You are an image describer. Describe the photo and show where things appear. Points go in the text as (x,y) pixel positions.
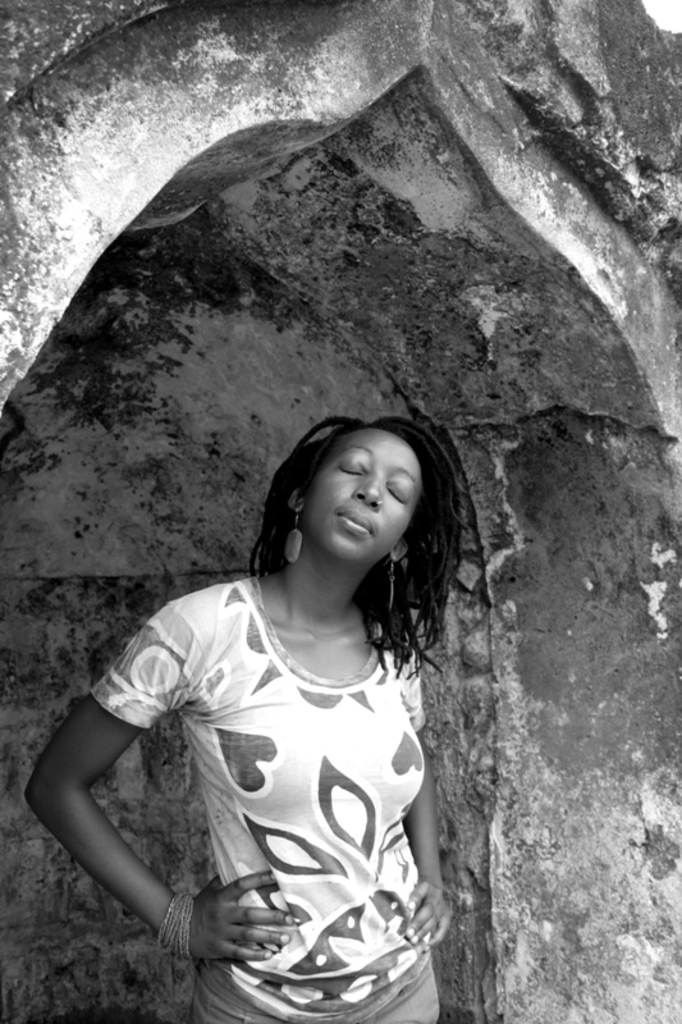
This is a black and white image. In this image we can see a woman (324,824) standing. On the backside (238,375) we can see a wall (166,417).
